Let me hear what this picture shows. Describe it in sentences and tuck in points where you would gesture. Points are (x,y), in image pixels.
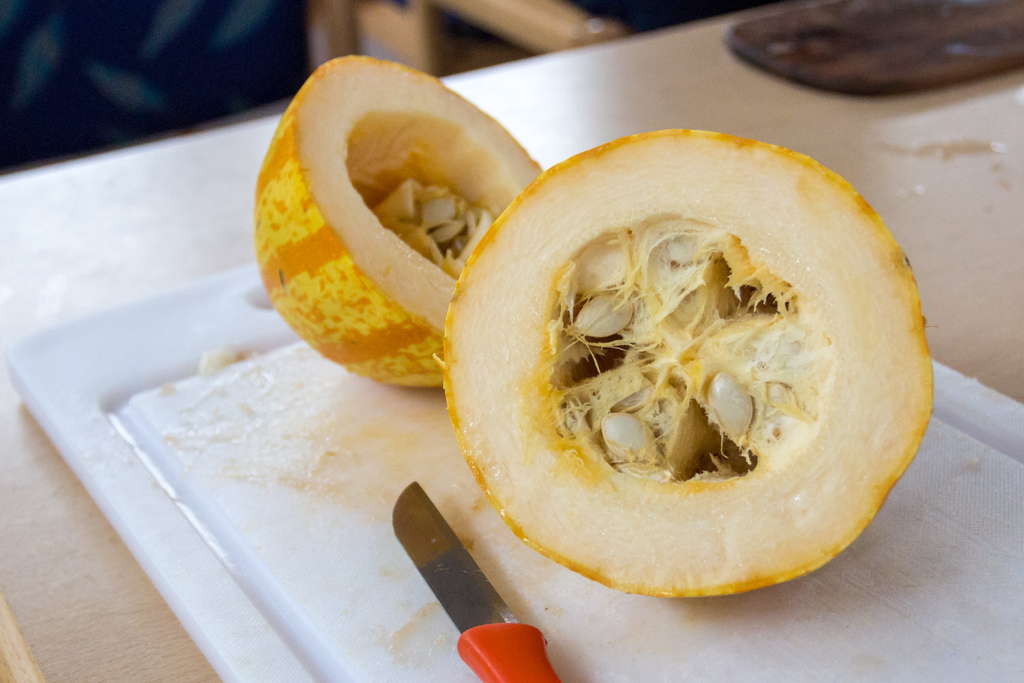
In the given picture, We can see a vegetable (376,83) which is kept on a plastic object (255,348) after that, We can see a knife (423,537), a wooden table (132,289).
